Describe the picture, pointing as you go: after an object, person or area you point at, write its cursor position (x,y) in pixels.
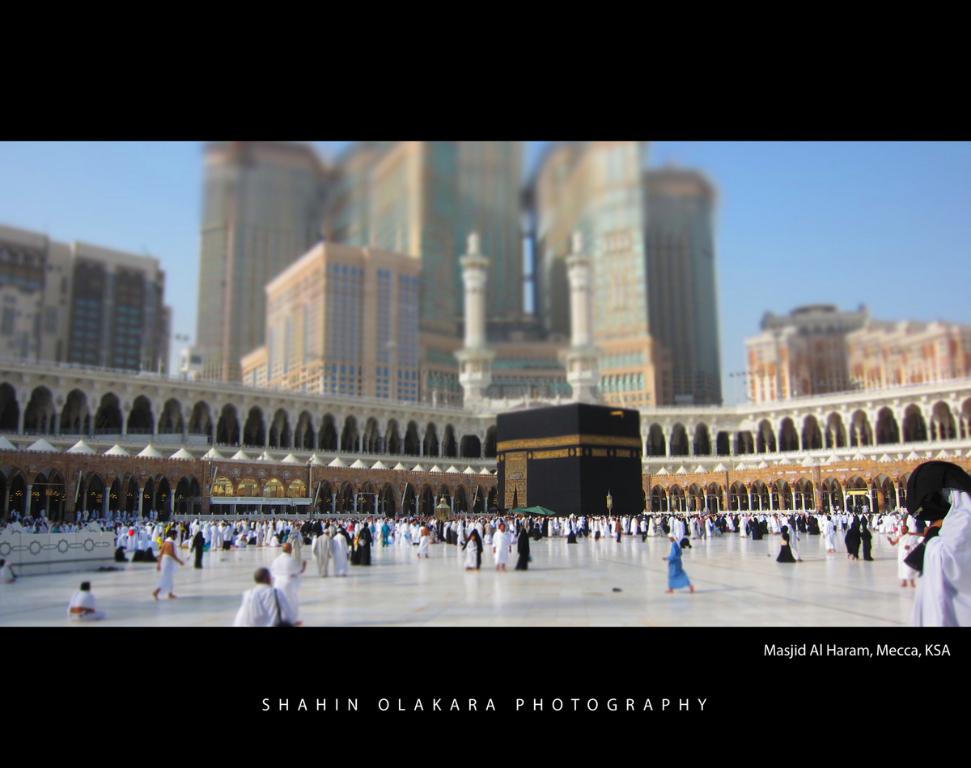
In this image there are people (184,539) walking on the floor (598,584). Behind them there are buildings (419,350). In the background of the image (847,244) there is sky (910,222). There is some text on the bottom of the image (625,712).
